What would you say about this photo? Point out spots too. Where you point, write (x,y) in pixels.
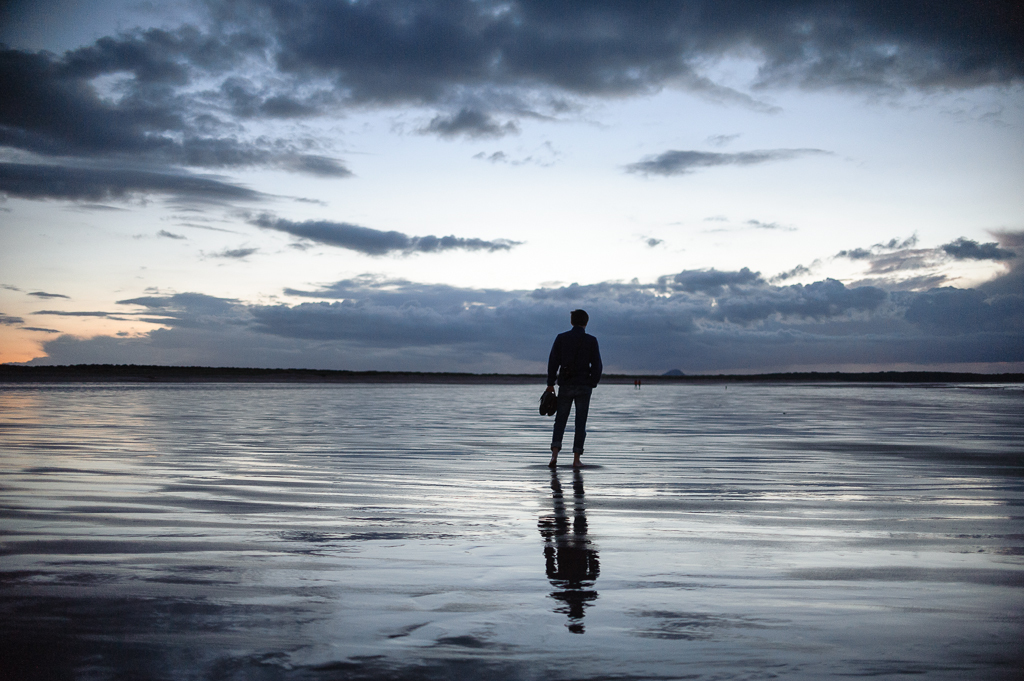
In this picture I can see there is a man (577,423) standing and he is holding a pair of shoes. There is water (152,529) on the floor (648,389) and the sky (358,221) is cloudy.
